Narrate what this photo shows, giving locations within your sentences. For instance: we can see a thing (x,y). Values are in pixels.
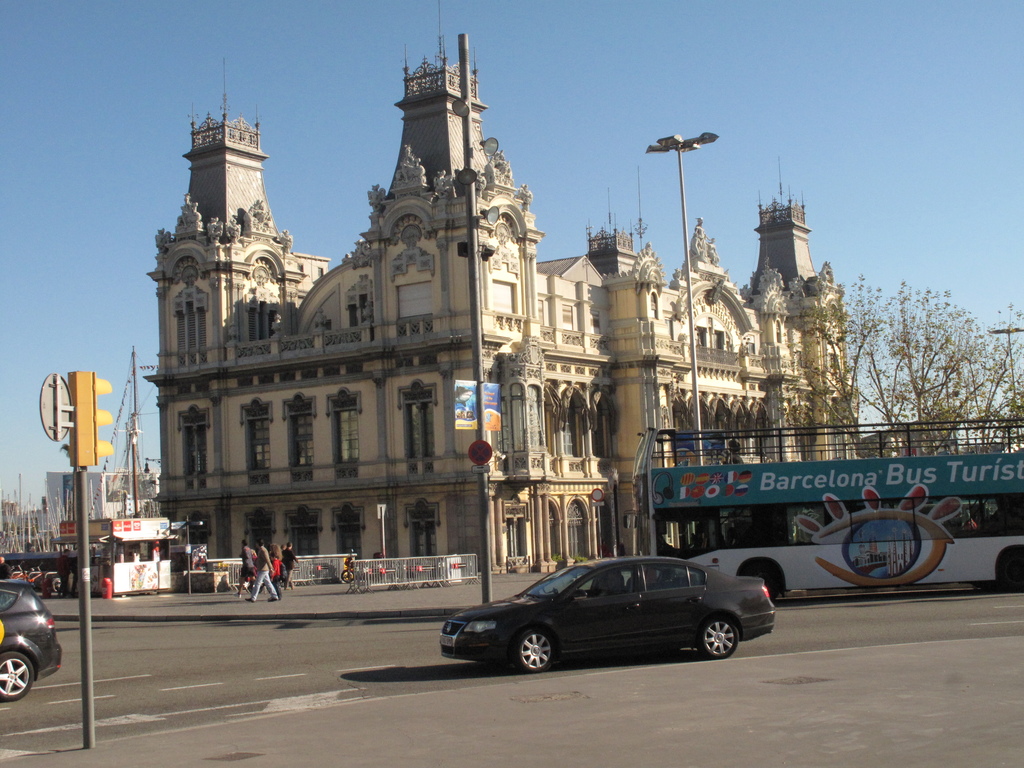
In this image I can see buildings (305,463), traffic lights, street lights (482,423), vehicles (725,472) on the road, fence (355,567) and other objects (205,561). In the background (653,102) I can see the sky (261,91).
